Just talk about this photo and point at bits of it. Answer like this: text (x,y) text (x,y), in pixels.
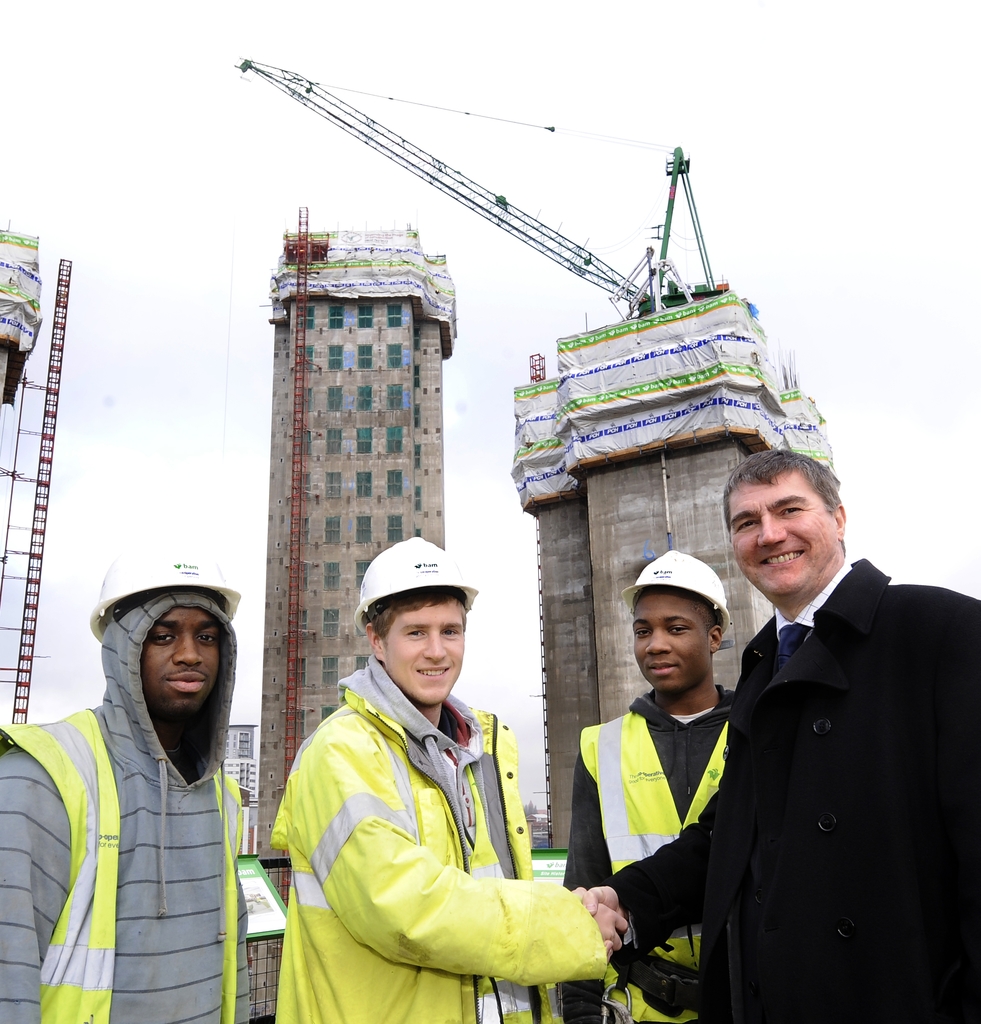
Front portion of the image we can see people (546,1016). Among them two people (741,891) are giving shake-hand to each-other. Background of the image (958,316) we can see buildings (378,455), crane towers (51,360), sheets (644,368), sky (337,207) and boards (547,863).
